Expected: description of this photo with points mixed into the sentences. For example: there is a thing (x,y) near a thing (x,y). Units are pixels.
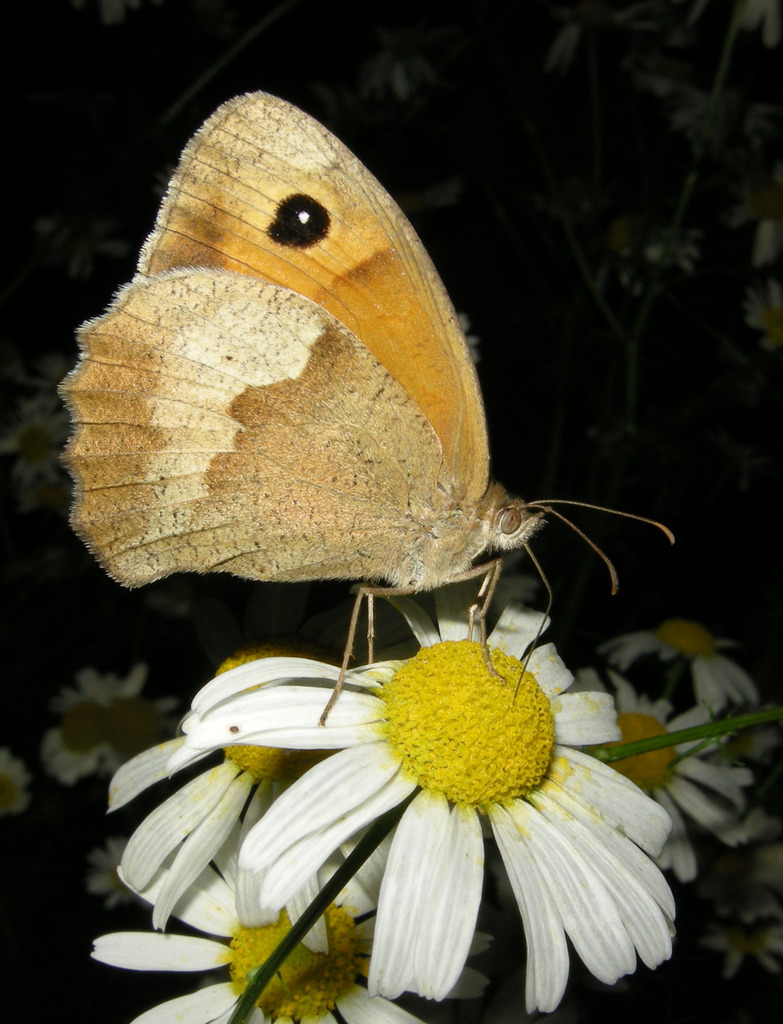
In this image we can see a butterfly (387,407) on the white color flower (438,877). The background of the image (640,766) is dark, where we can see a few more flowers (46,749) and plants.
